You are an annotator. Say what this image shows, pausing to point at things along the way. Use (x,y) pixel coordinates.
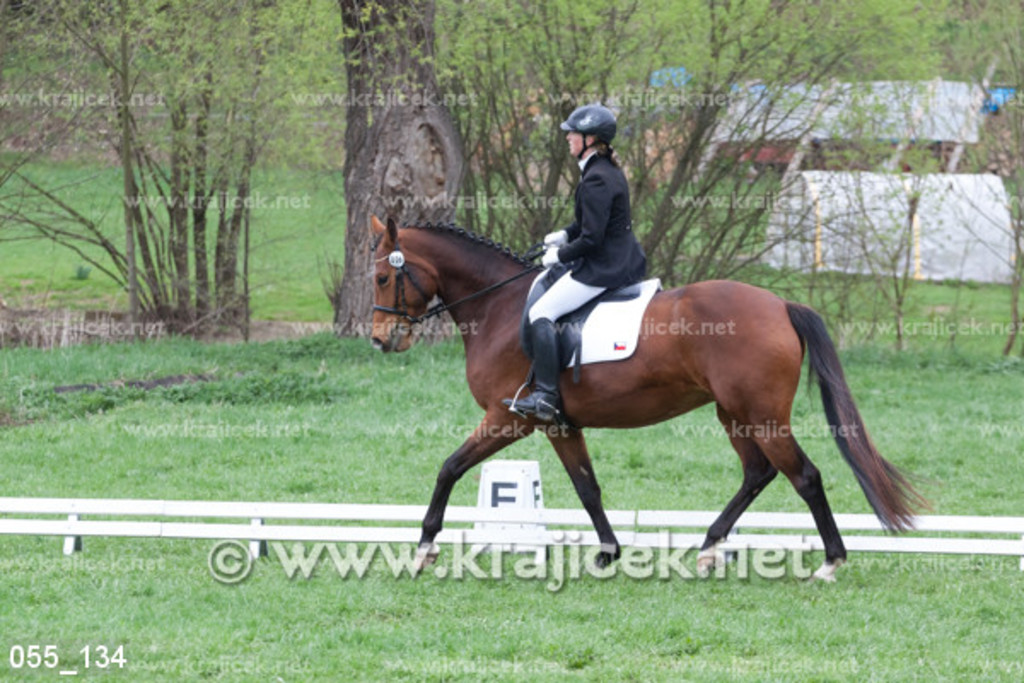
In this image we can see a person (551,397) riding the horse (700,312). We can also see the barrier (545,541), watermark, trees (348,296) and also the grass (354,428). In the bottom left corner (116,662) we can see the numbers (91,658).
